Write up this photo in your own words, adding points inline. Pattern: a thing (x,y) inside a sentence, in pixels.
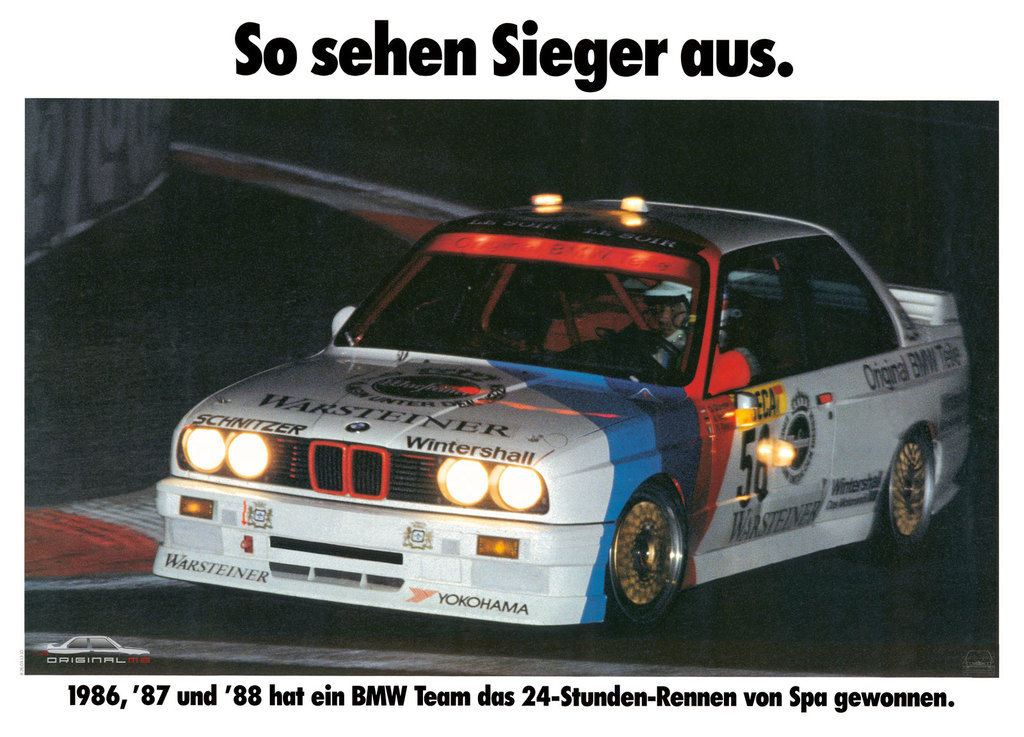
In this image we can see the poster (499,345) of a car (531,424) and we can see the text (720,66) written on the poster (530,268).
